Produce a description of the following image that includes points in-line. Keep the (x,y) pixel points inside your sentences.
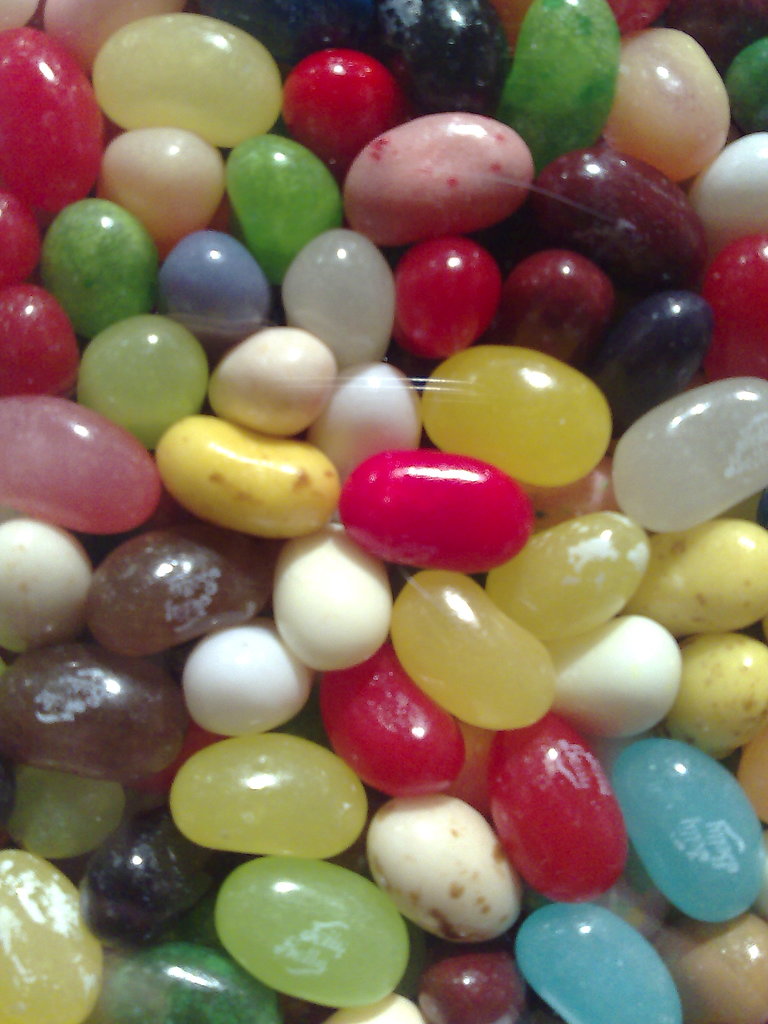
In this image I can see some colorful candies (278,712).
